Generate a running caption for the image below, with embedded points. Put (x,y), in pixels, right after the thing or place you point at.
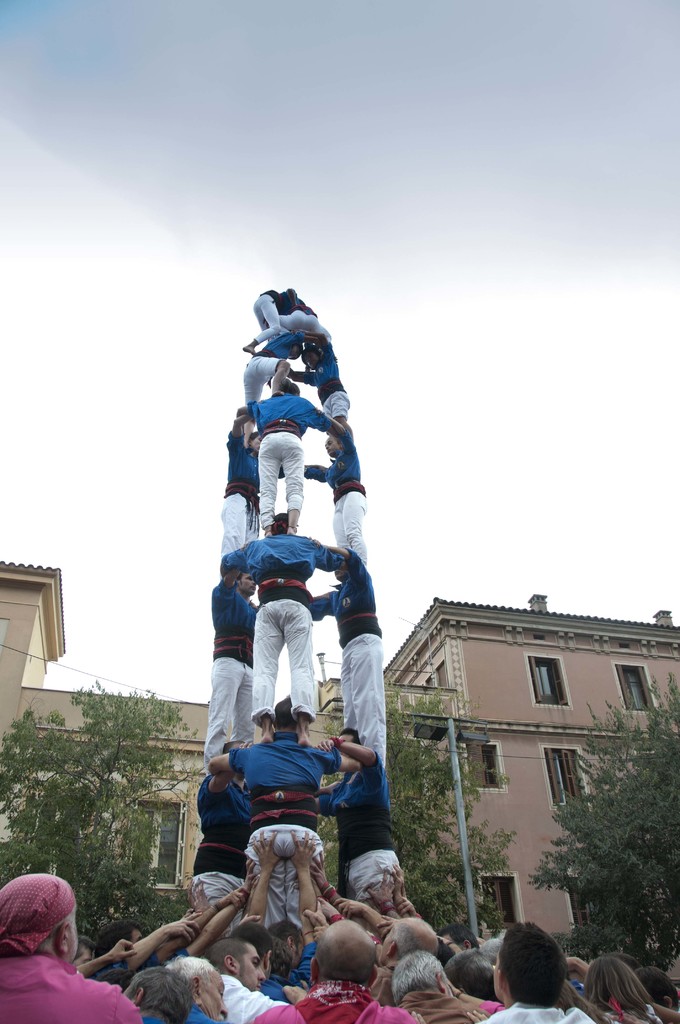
Here we can see human pyramid (149,957). There are trees (419,855) and houses (447,699). In the background (137,378) there is sky (479,341).
